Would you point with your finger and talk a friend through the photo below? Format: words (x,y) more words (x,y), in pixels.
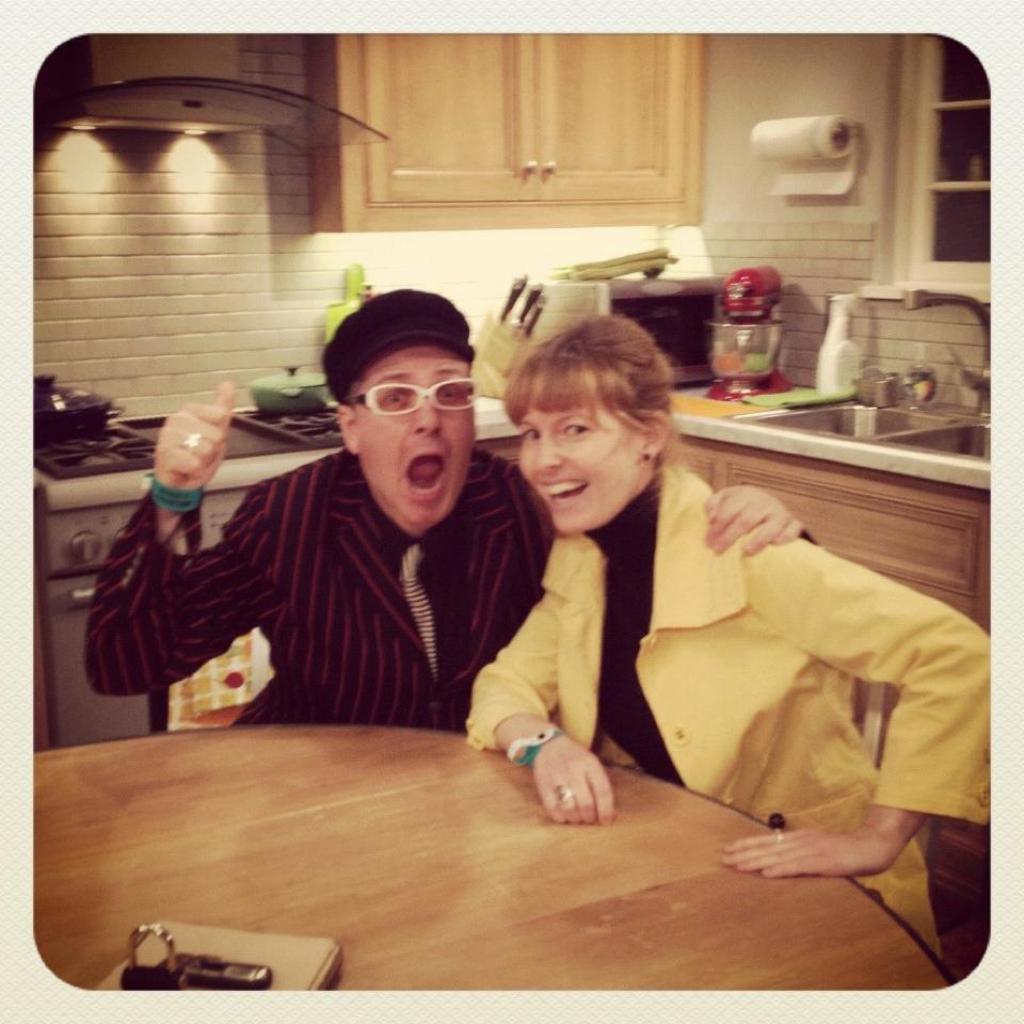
In this picture we can observe a couple (532,594) sitting in the chairs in front of the brown color table (406,840). One of them is a man (375,620) wearing a coat (298,578) and white color spectacles (446,390). We can observe a cap (394,326) on his head (409,510) and the other is a woman (654,699) wearing yellow color coat (556,591) and she is smiling. In the background (919,430) we can observe a sink (903,422) and a tap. There is a tissue roll (790,135) fixed to the wall (770,168). We can observe a cupboard (426,166) in the background (464,143).
